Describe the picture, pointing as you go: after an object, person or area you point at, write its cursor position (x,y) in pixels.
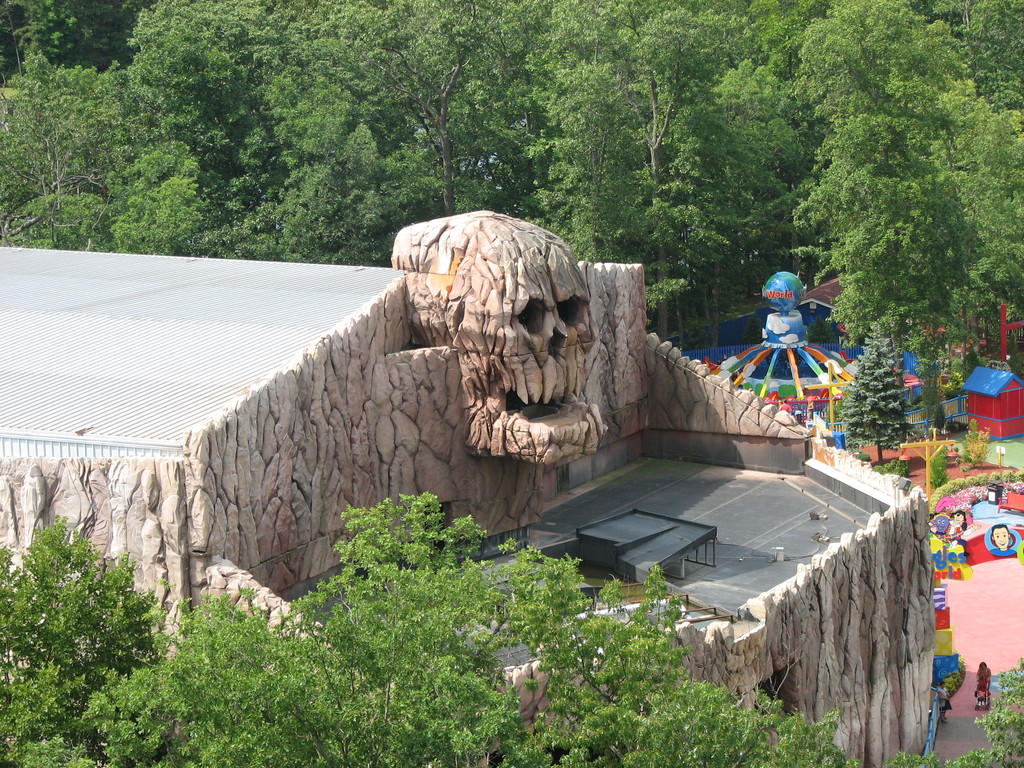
In this image at the bottom (344,580) we can see trees (700,755), on the left side (259,393) there is a building (246,424), objects (685,545) on the floor (585,508). In the background (654,318) there are trees (525,184), amusing rides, poles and objects (991,408).
